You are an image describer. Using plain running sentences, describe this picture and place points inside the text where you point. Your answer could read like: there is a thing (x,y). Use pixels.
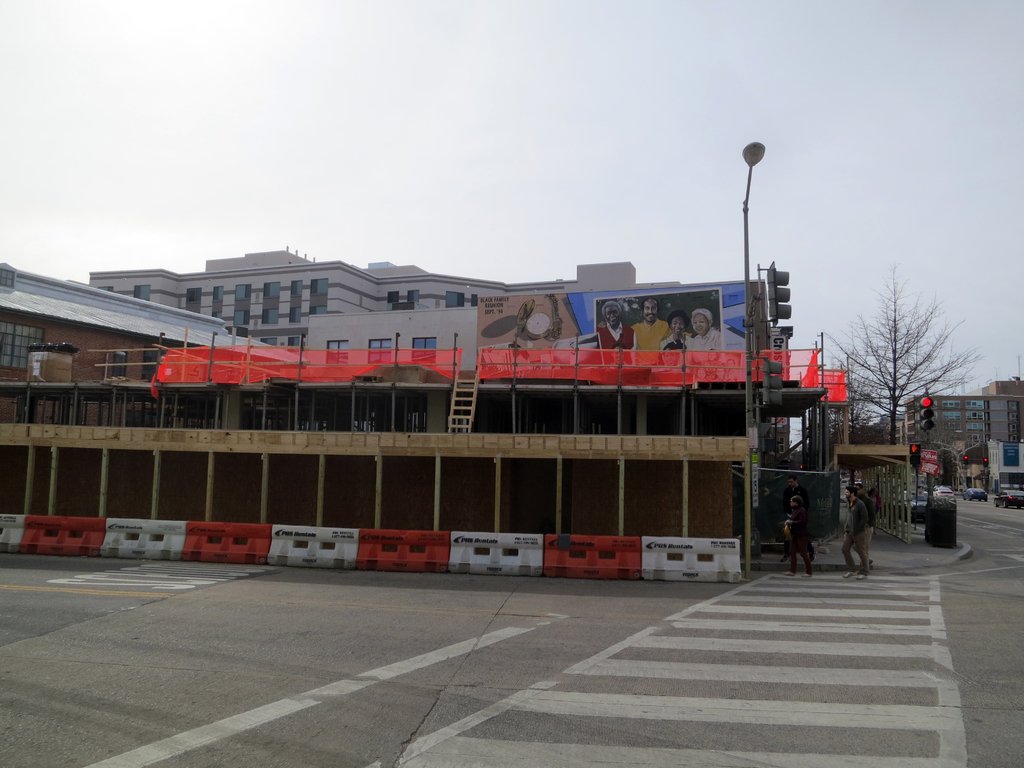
In this image there is the sky (426,104) truncated towards the top of the image (740,96), there are buildings (28,303) truncated towards the left of the image (15,352), there are boards (593,329), there is text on the board (527,306), there are poles (517,346), there are traffic lights (929,416), there is a street light (748,155), there is road (703,678) truncated towards the bottom of the image (483,686), there are persons (801,523) walking on the road (962,514), there are vehicles (974,499) on the road (982,529), there is a vehicle (1011,498) truncated towards the right of the image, there is a building (1002,429) truncated towards the right of the image (983,414), there is a tree (885,336), there are objects (949,511) on the ground (955,563).
